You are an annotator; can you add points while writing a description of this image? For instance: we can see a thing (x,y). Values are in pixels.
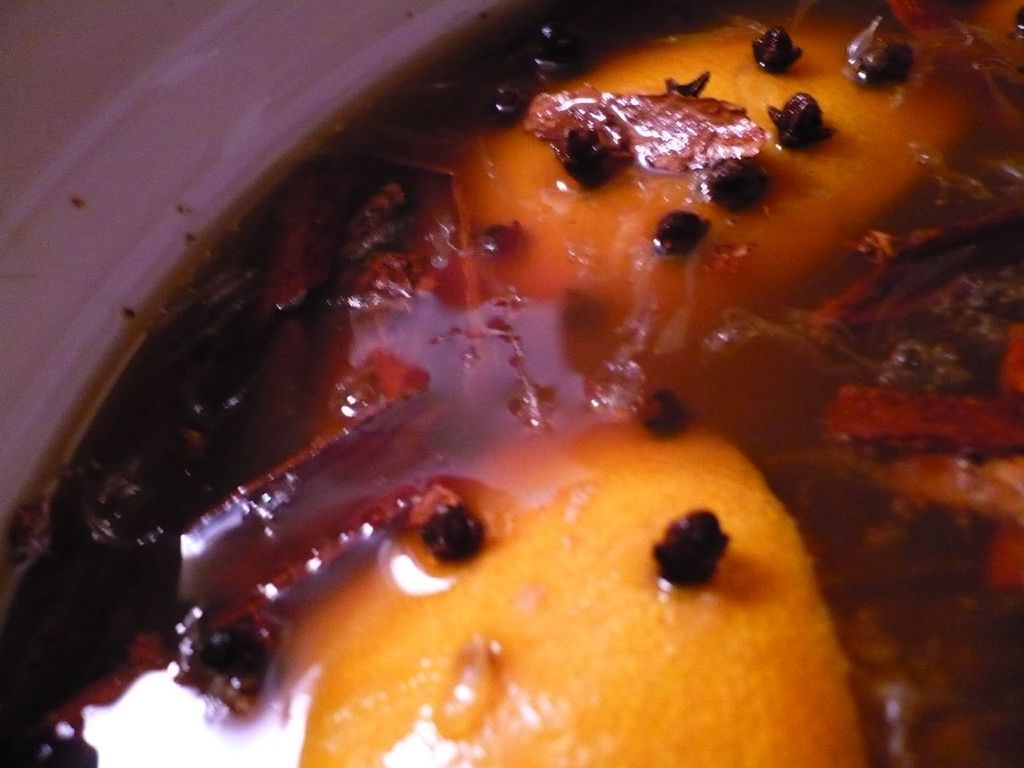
It seems like a food item (309,215).
